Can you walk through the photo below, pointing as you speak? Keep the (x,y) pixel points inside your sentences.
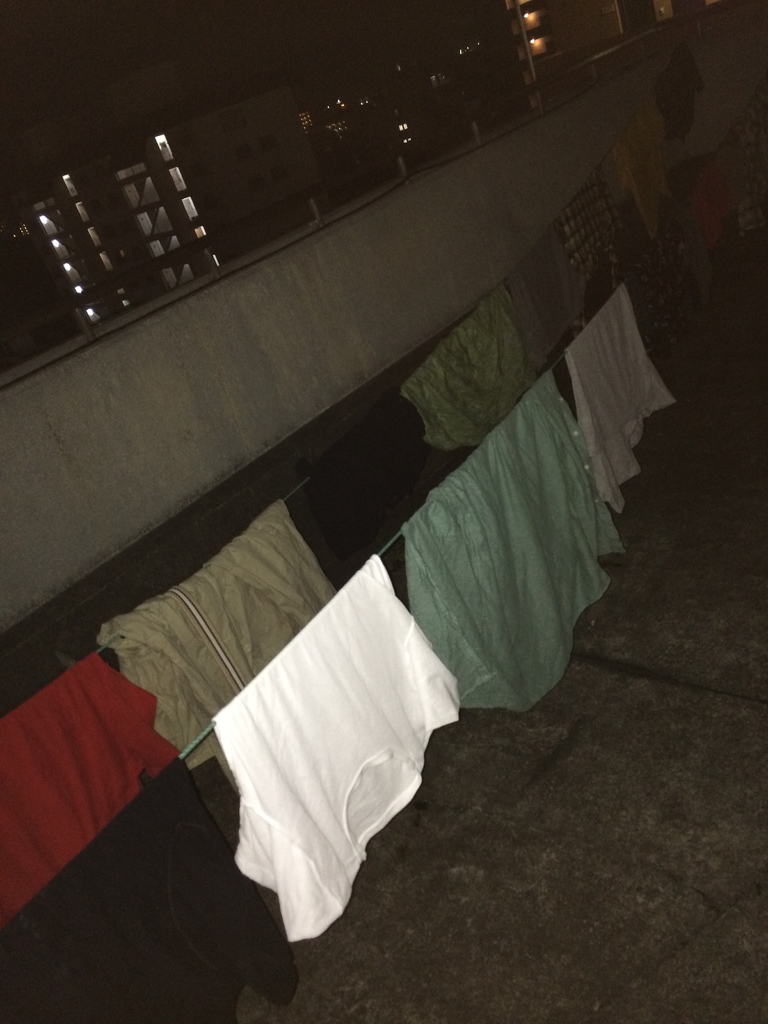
In this image I can see few clothes (134,871) which are black, red, cream, white, green in color are on the rope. I can see the floor (578,756) and the wall (377,352). In the background (261,242) I can see few buildings (340,133), few lights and the dark sky (151,112).
